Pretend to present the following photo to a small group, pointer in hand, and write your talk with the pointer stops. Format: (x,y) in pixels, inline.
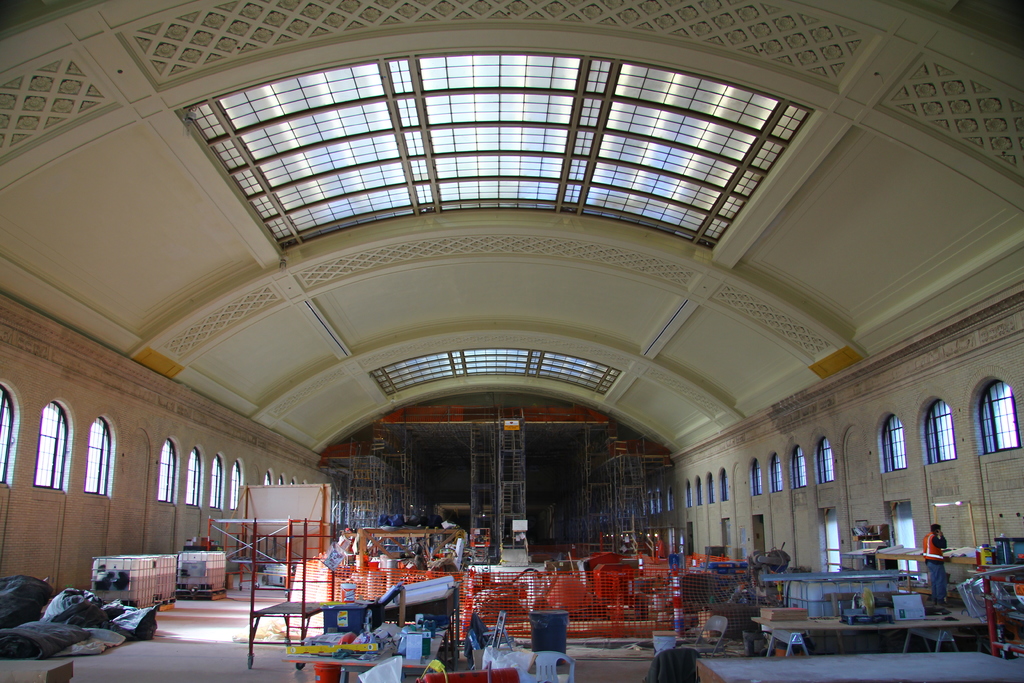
In this picture I can observe a hall (173,283). In the bottom of the picture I can observe tables (769,622). There are few things (404,632) placed on the table (731,671). On the right side (939,580) I can observe a person (936,551). On either sides of the picture I can observe walls (924,491) and windows (64,451).
